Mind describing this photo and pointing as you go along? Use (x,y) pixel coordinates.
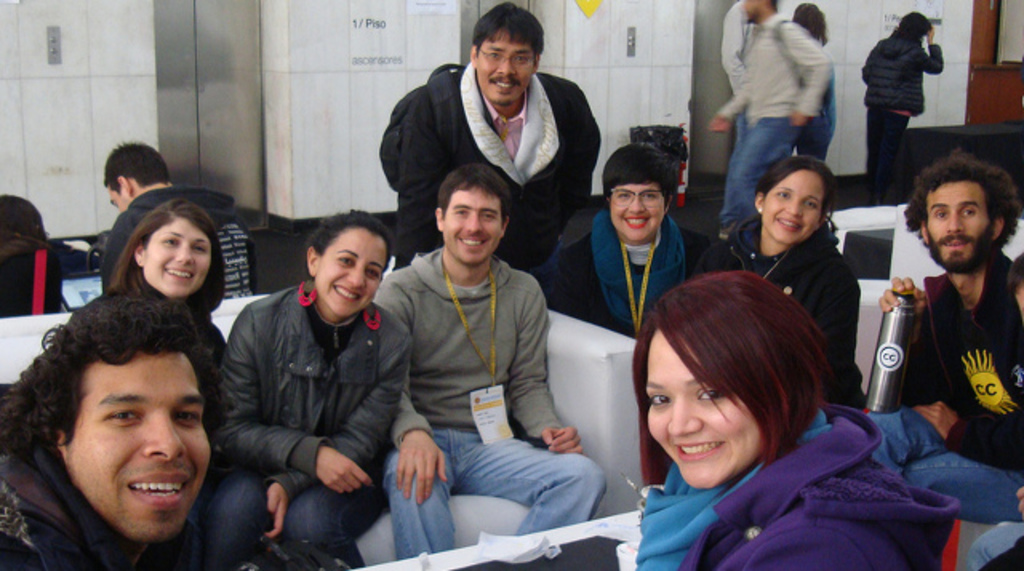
In this picture we can see a group of people (53,339) where some are sitting on sofas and smiling and some are standing on the floor (842,201) and in the background (307,81) we can see lifts (215,120) and posters (590,7) on the walls (394,41).
